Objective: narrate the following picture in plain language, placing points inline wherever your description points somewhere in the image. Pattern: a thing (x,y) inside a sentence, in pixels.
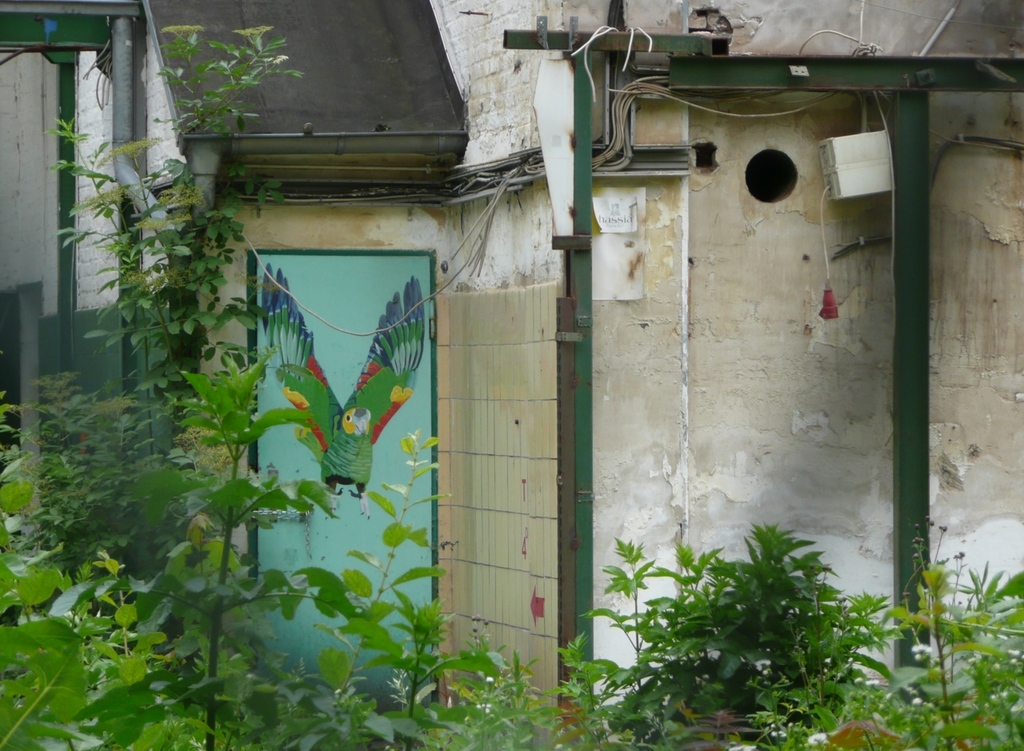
In this image in the center (357,361) there are houses (781,156), poles (908,285), wires (440,291), pipes (185,156) and door (405,423). On the door (273,379) there is painting (384,366), in the foreground (224,598) there are some plants (161,570).
